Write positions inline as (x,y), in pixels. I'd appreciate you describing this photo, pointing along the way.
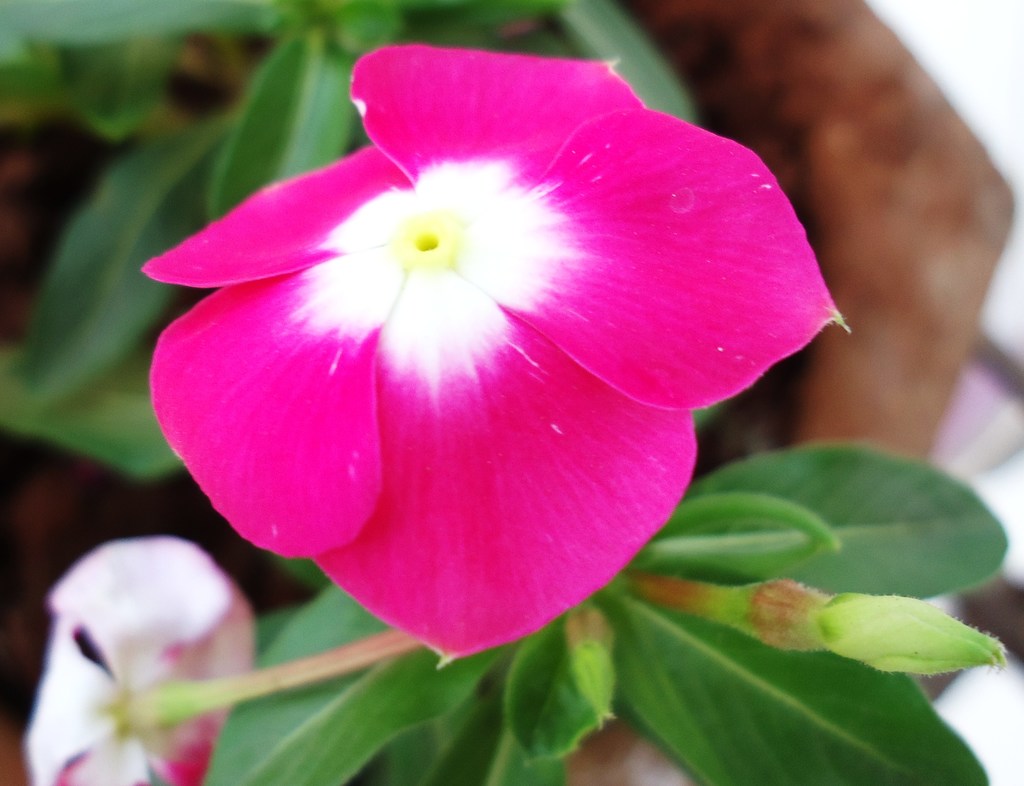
In this image we can see plant (548,423) in a flower pot (947,162).
